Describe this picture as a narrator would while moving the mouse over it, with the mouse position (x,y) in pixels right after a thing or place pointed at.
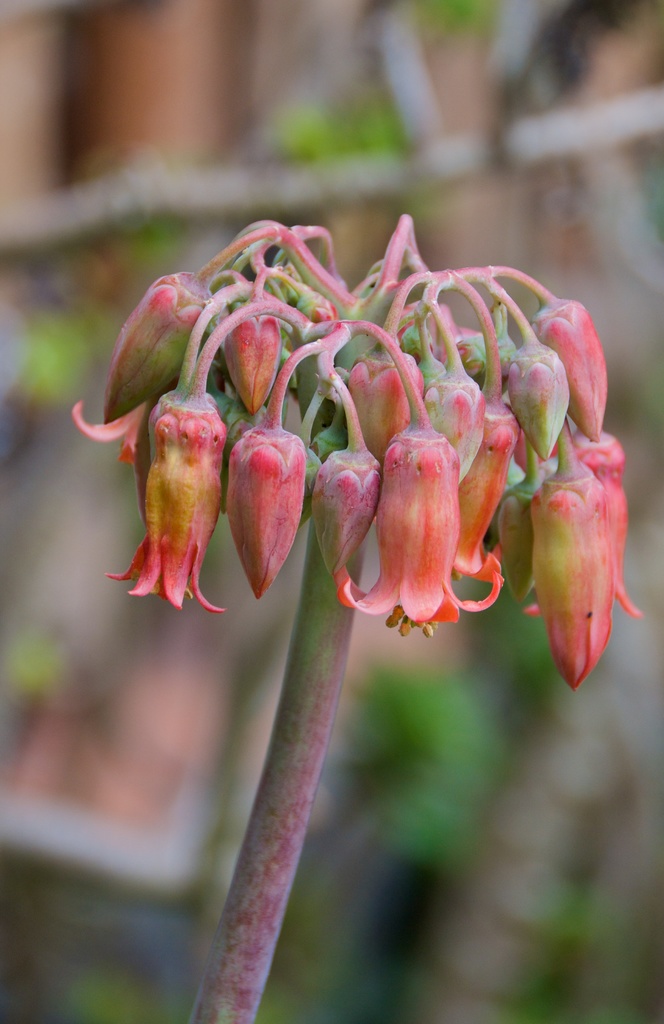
In this picture, it seems like a plant (333,479) in the foreground (326,315).
